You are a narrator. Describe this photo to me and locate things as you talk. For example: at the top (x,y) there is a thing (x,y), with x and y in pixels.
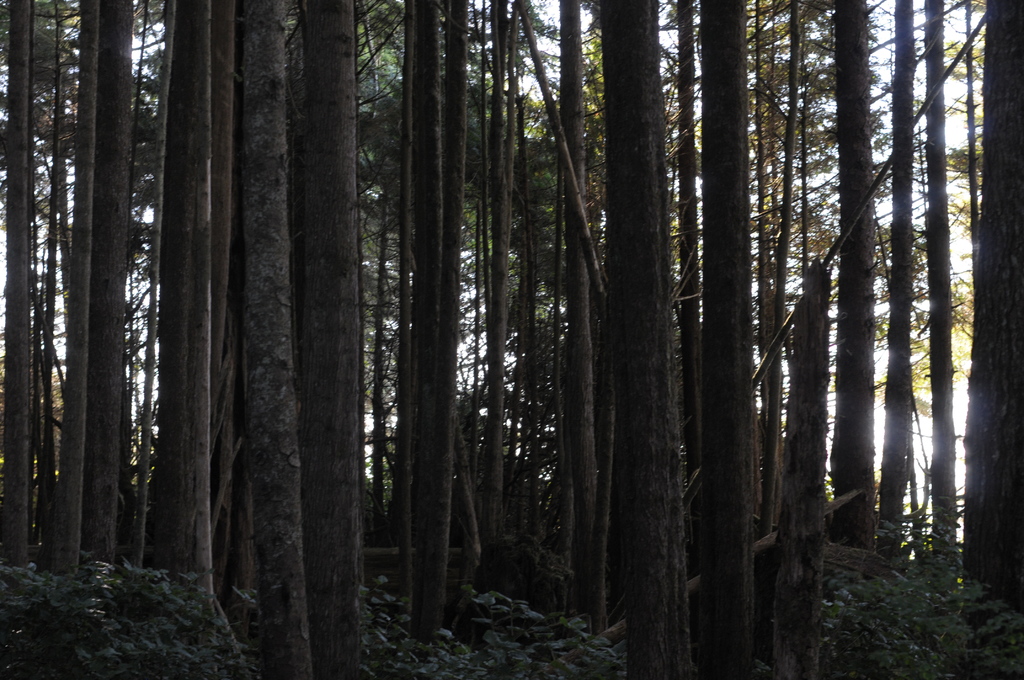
In this image there are a group of trees (301,508), and at the bottom (925,625) there are some plants (893,627).
